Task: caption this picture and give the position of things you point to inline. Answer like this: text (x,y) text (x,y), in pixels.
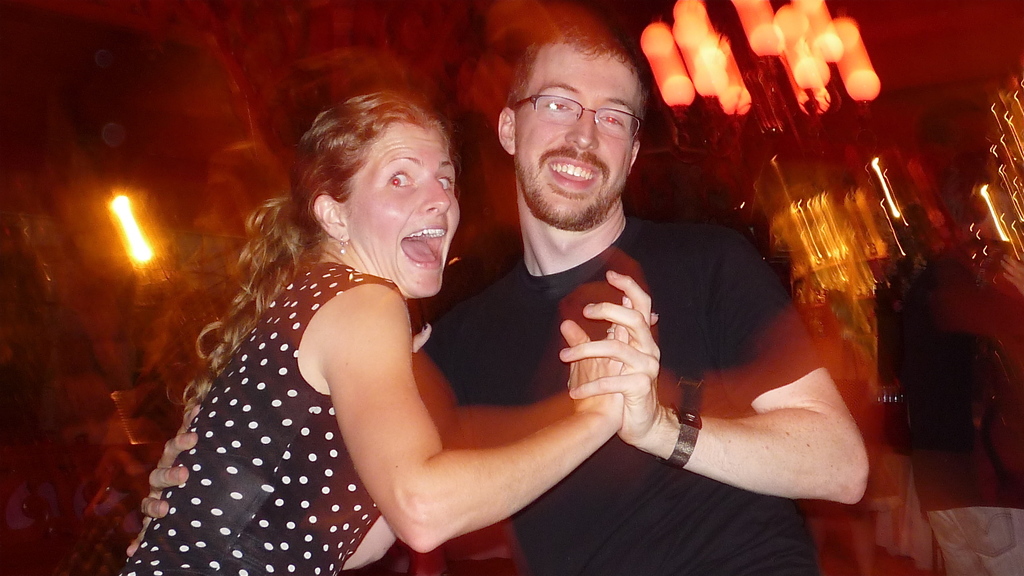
In this picture we can see a man (634,261) and a woman (257,548). He is smiling and he wore spectacles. There is a blur background (857,191) and we can see lights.
